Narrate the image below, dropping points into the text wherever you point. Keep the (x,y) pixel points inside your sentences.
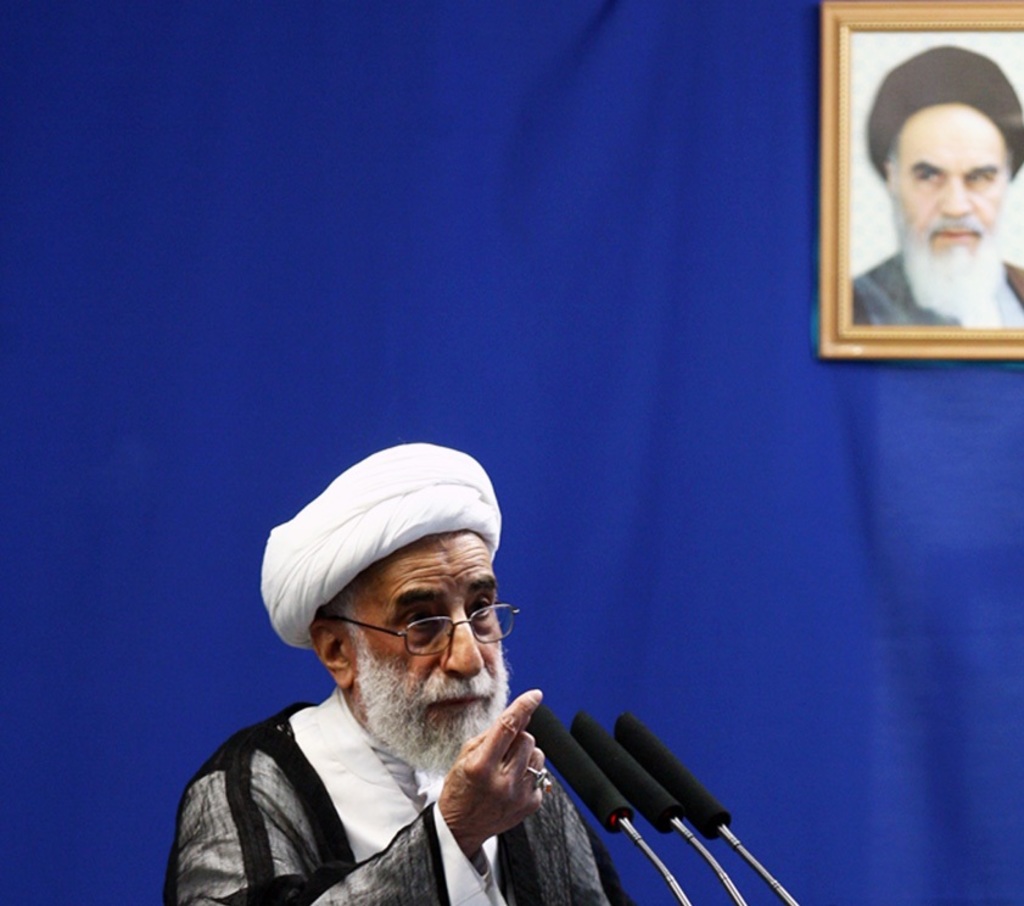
In the picture we can see a man (399,678) talking near the microphone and behind him we can see a blue curtain wall (777,553) with a photo frame (1023,341) and photograph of a person (983,136) in it.
